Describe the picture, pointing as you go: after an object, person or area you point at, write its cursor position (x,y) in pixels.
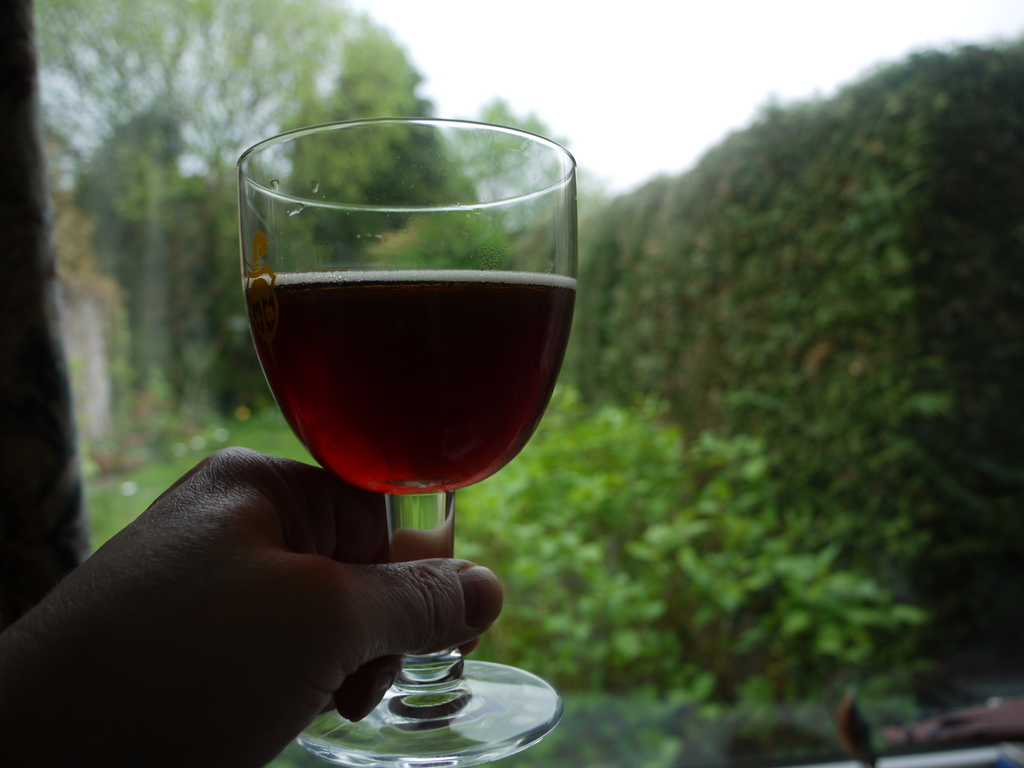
In this image we can see the hand (333,587) of a person (367,594) holding glass (391,503). In the background (830,508), we can see a group of trees (120,184), plants (655,561) and the sky (636,60).
